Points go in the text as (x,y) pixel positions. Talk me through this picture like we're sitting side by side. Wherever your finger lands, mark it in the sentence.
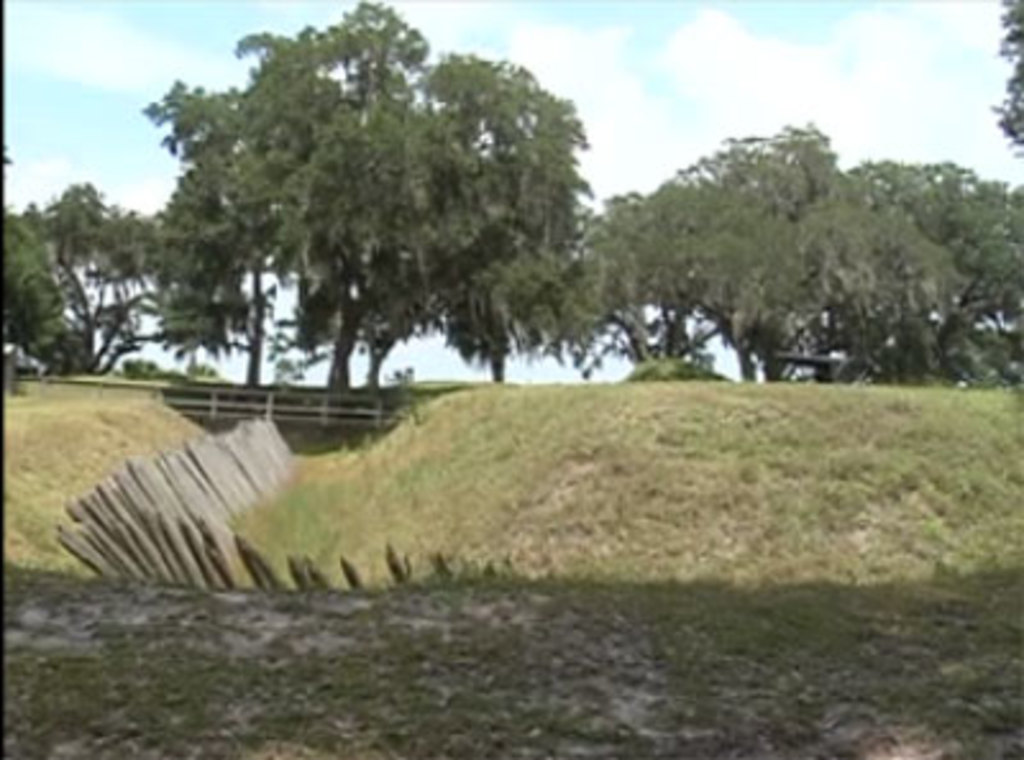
In this image, we can see so many trees (975,253), grass (693,496), bridge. Here we can see wooden sticks (268,567). Top of the image (850,94), there is a sky (713,101).
